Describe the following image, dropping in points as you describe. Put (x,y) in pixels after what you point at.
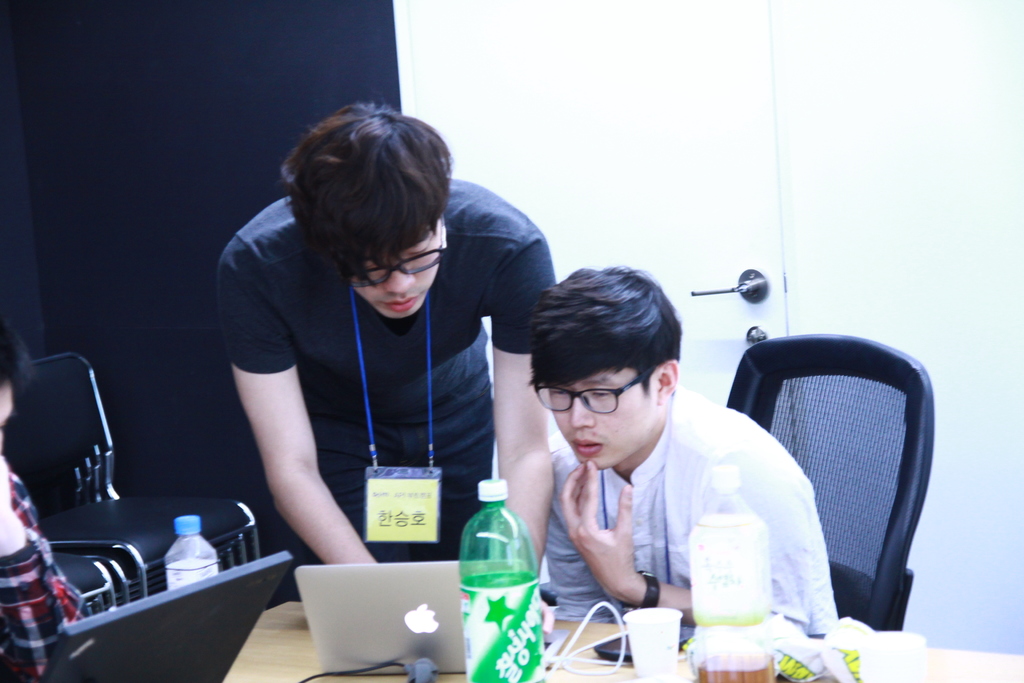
In the image I can see a person (601,402) who is sitting on the chair (841,610) and the other guy (377,306) who is wearing the tag (403,520) and standing in front of the table (291,615) on which there is a laptop (359,570) and some other things (505,555) and also I can see the other person (7,534) to the side.
